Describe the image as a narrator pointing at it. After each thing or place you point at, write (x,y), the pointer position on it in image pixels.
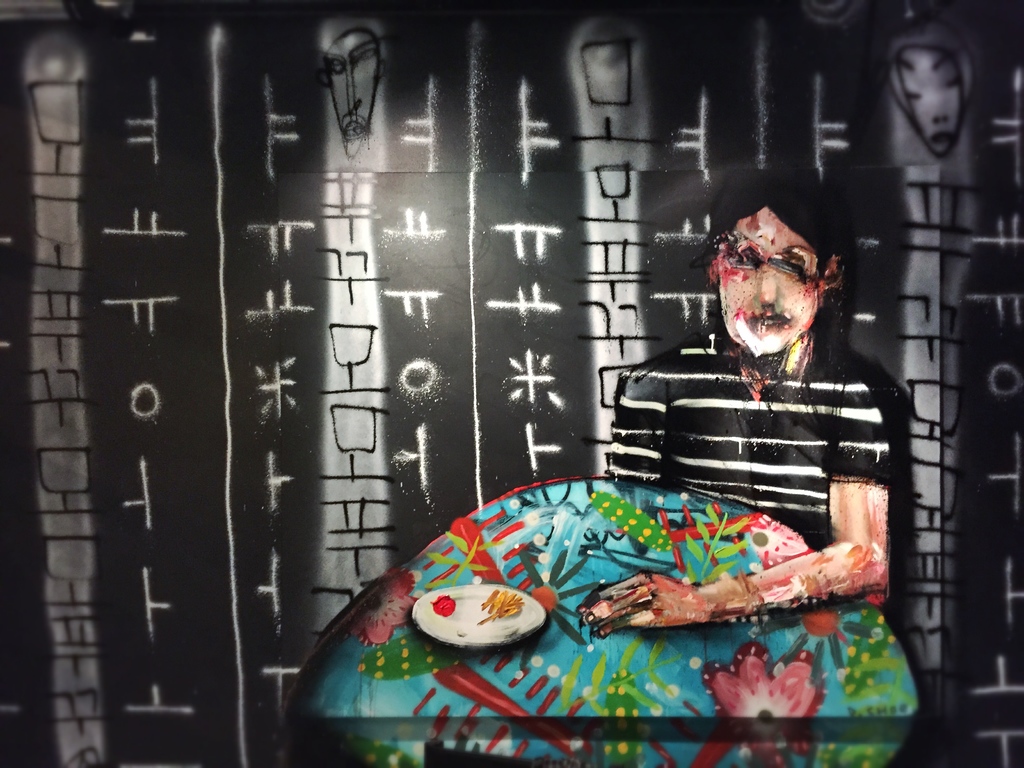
In this image there is a depiction of a person (824,576) sitting at a table (411,691). Behind him there is a wall (402,206) with some letters (261,369) and drawing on it.
